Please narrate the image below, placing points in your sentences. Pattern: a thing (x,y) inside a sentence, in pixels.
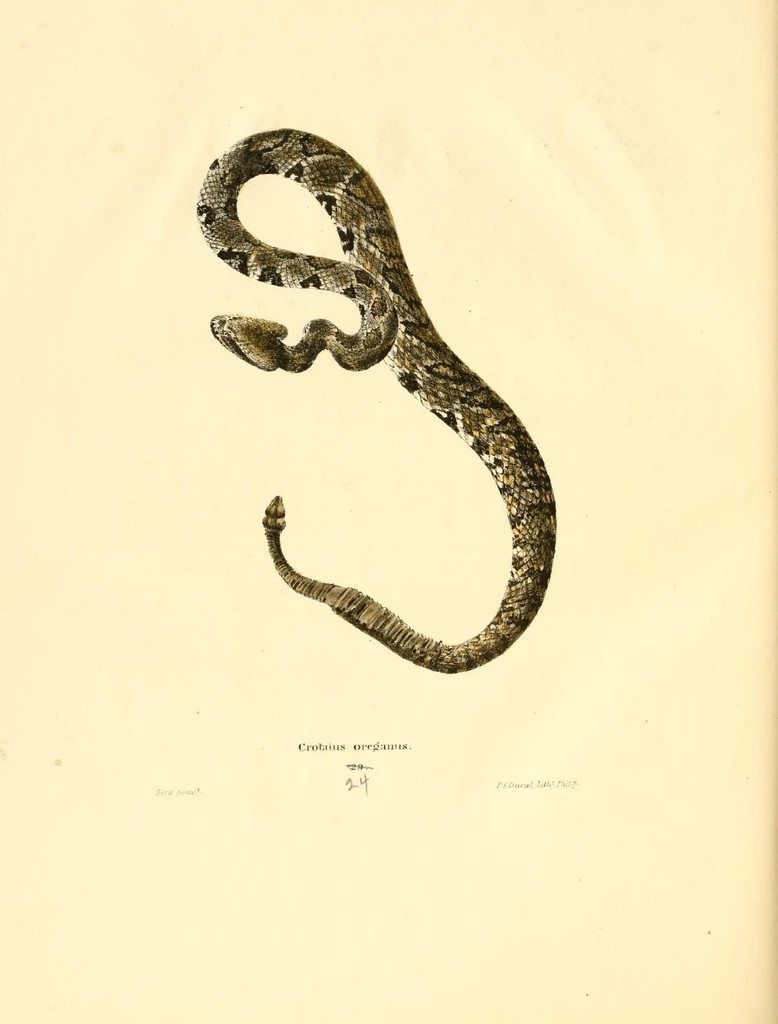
A poster (431,202) of a snake (370,274). Background (261,210) it is in cream color.
